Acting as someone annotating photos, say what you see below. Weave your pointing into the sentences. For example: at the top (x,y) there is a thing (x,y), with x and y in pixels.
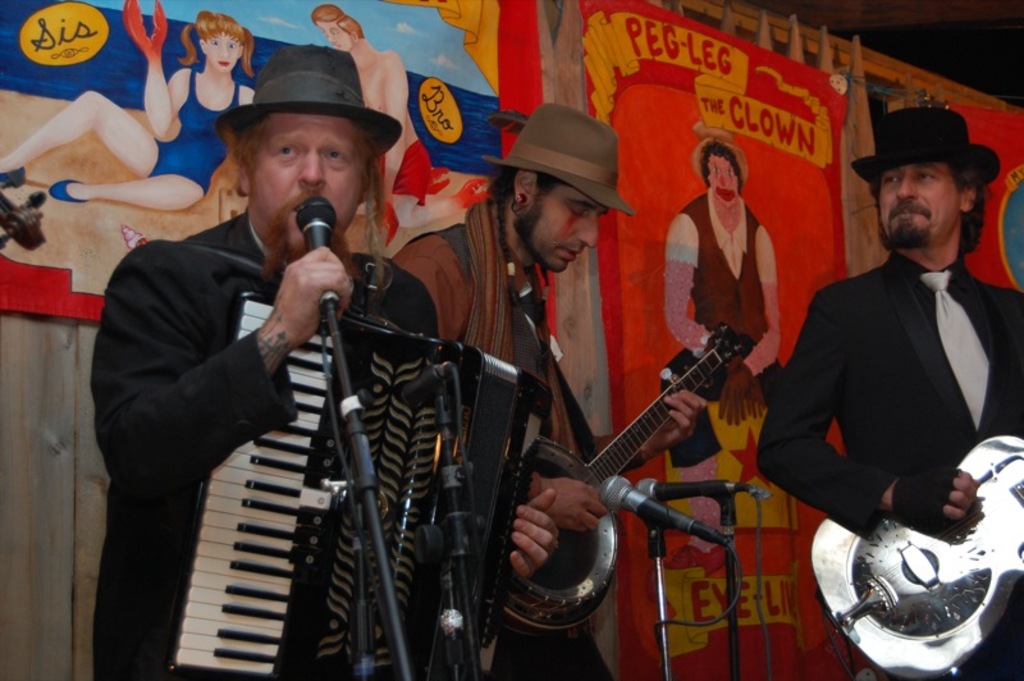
In this image there are three people (943,506) playing musical instruments (833,561), in front of them there are mics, behind them there are banner (169,50) with some images (387,78) are hanging on the wooden wall (62,430).
